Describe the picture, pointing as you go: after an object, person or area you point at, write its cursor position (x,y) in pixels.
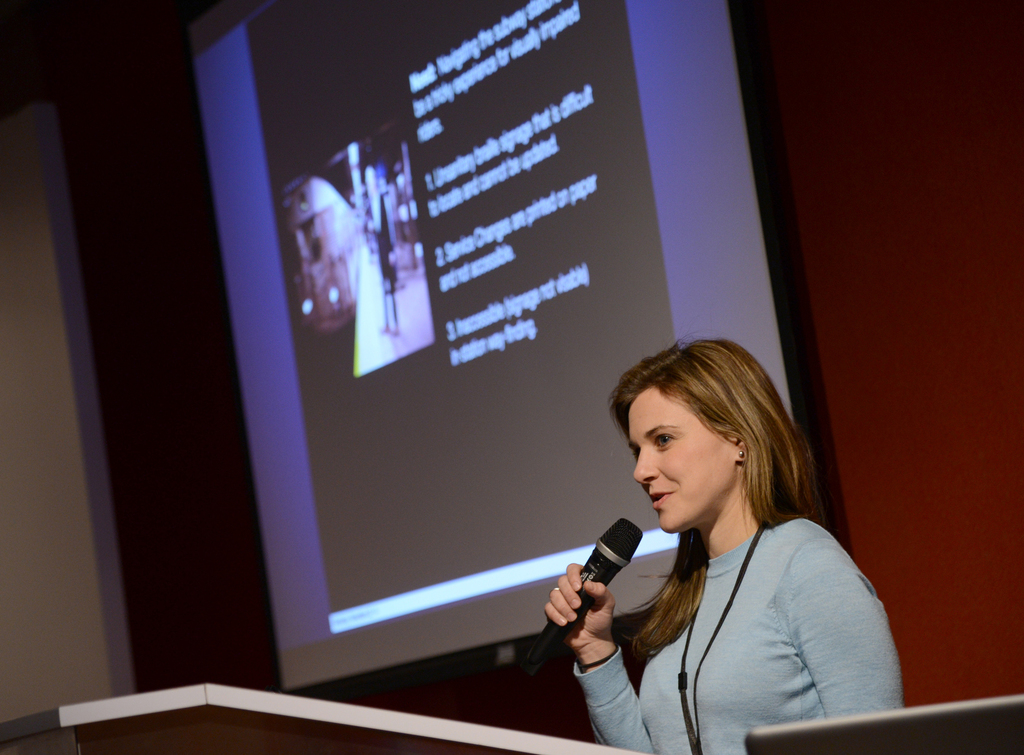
In this picture we can see woman (833,714) holding mic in her hand (589,594) and talking and in background (198,309) we can see screen (527,100) with slides (546,232), wall (907,145).
